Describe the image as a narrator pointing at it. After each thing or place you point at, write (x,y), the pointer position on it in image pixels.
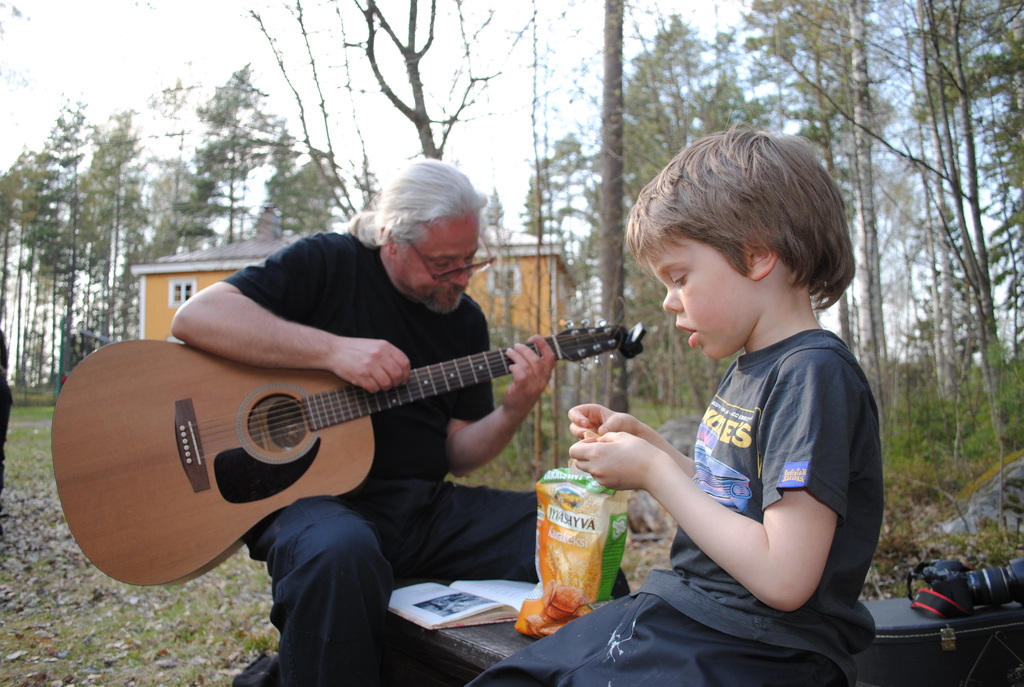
In the image we can see there is a man (434,273) who is sitting and holding guitar (340,420) in his hand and on the bench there is a person (762,557) who is sitting and he is holding a piece of snack (561,574), there is a book (453,605) on the bench (393,622) where people (720,641) are sitting and there is a guitar case (938,635) on the bench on which there is camera (940,598) kept. At the back (677,108) there are lot of trees (1010,39) and there is a yellow colour building (177,296).
